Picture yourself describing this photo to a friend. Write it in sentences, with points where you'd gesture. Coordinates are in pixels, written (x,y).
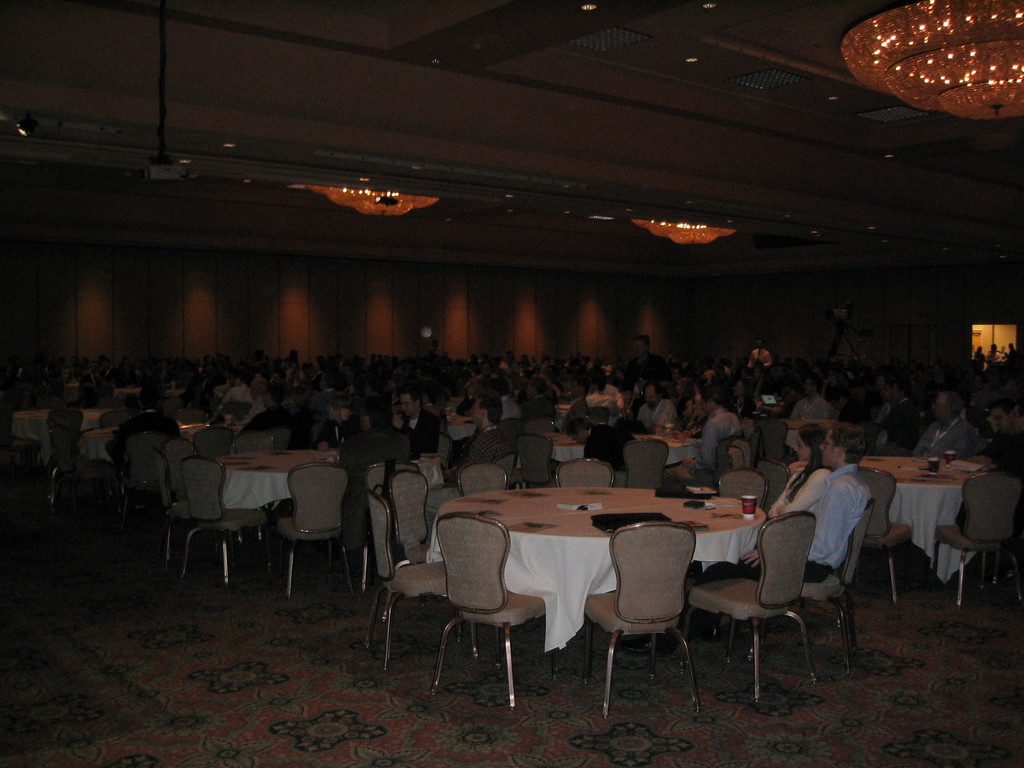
It looks like a dining hall (58,321). A group of people (591,446) are sitting on the chairs (422,512) around a round table (499,500).
